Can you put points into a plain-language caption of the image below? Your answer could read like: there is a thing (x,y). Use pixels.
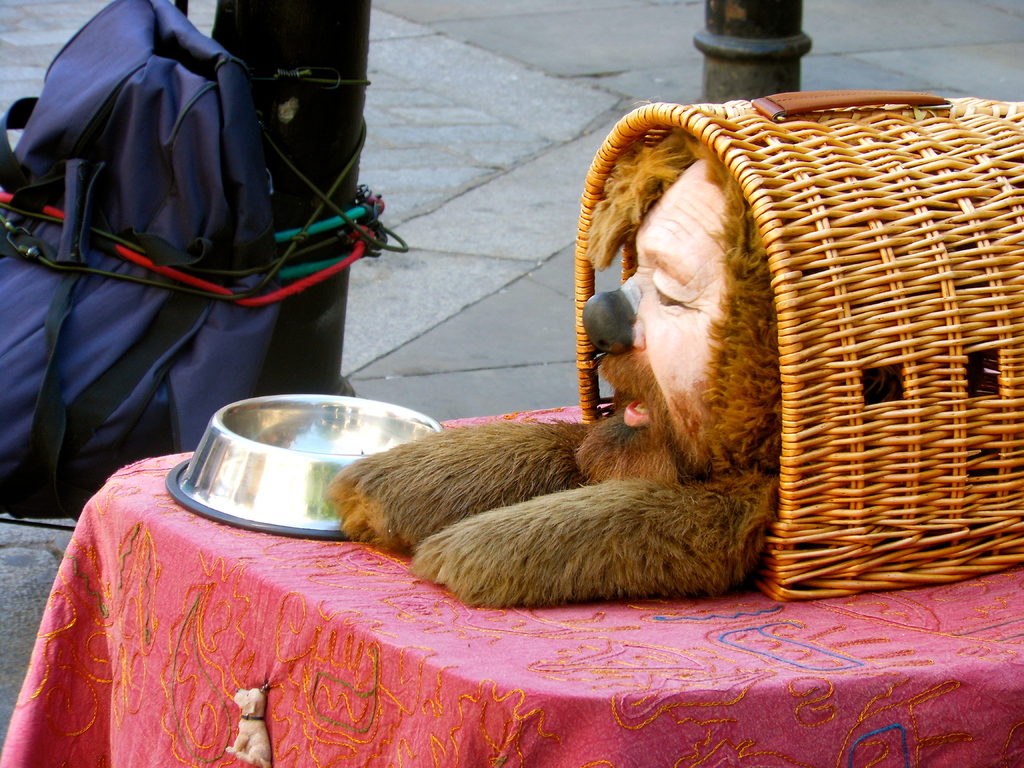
In this image we can see a table (427,672) with a tablecloth (766,608). On that we can see a person face (642,430). Also there is a basket (813,375). Near to that there is a plate (280,472). In the back (361,110) there are poles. And a bag (167,123) is tied to the pole (282,207) with a rope (262,267).
